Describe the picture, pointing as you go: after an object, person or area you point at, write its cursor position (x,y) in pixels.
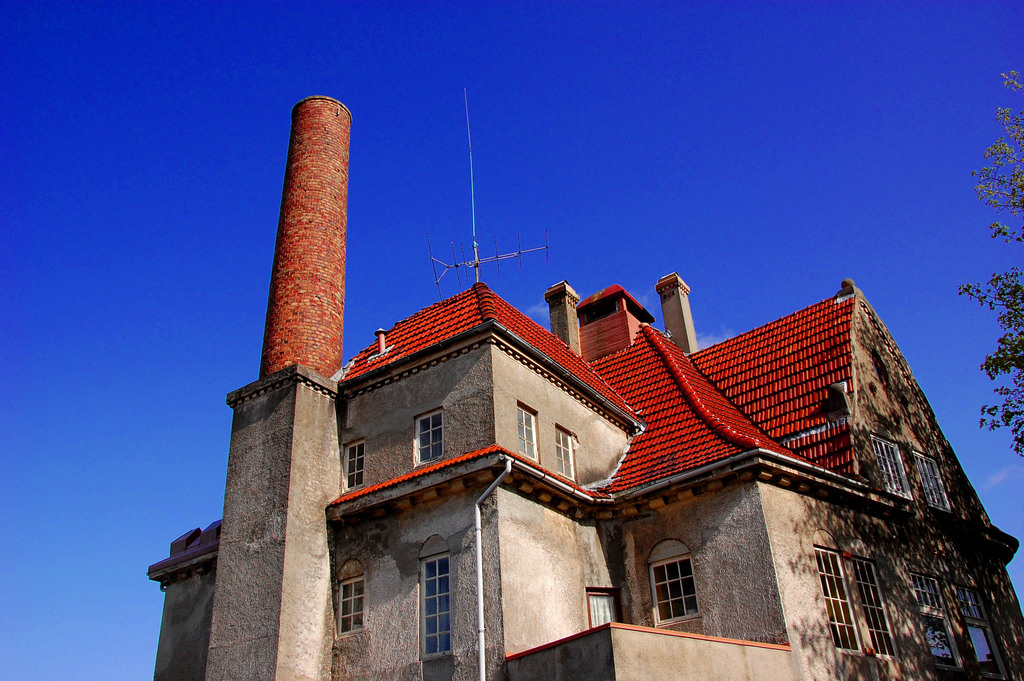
In this picture we can see a building (645,469), where we can see an antenna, tree (998,422) and we can see sky (963,452) in the background (904,229).
